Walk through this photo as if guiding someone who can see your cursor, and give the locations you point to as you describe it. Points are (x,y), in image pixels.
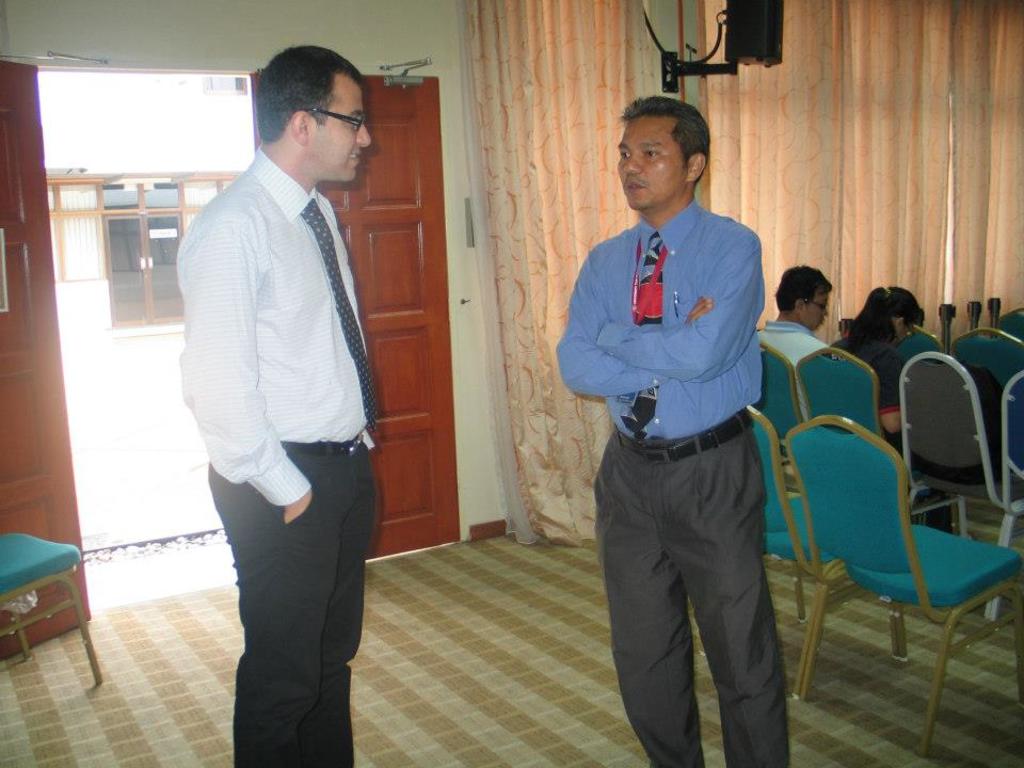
In this image, There is a floor (469,722) which is in yellow color and in the left side (305,700) there is a man (297,587) standing and in the right side (946,559) there are some chairs (905,538) which are in blue color and in the background (503,257) there is a curtain (989,142) in yellow color and there is a door (400,287) which is in brown color.
